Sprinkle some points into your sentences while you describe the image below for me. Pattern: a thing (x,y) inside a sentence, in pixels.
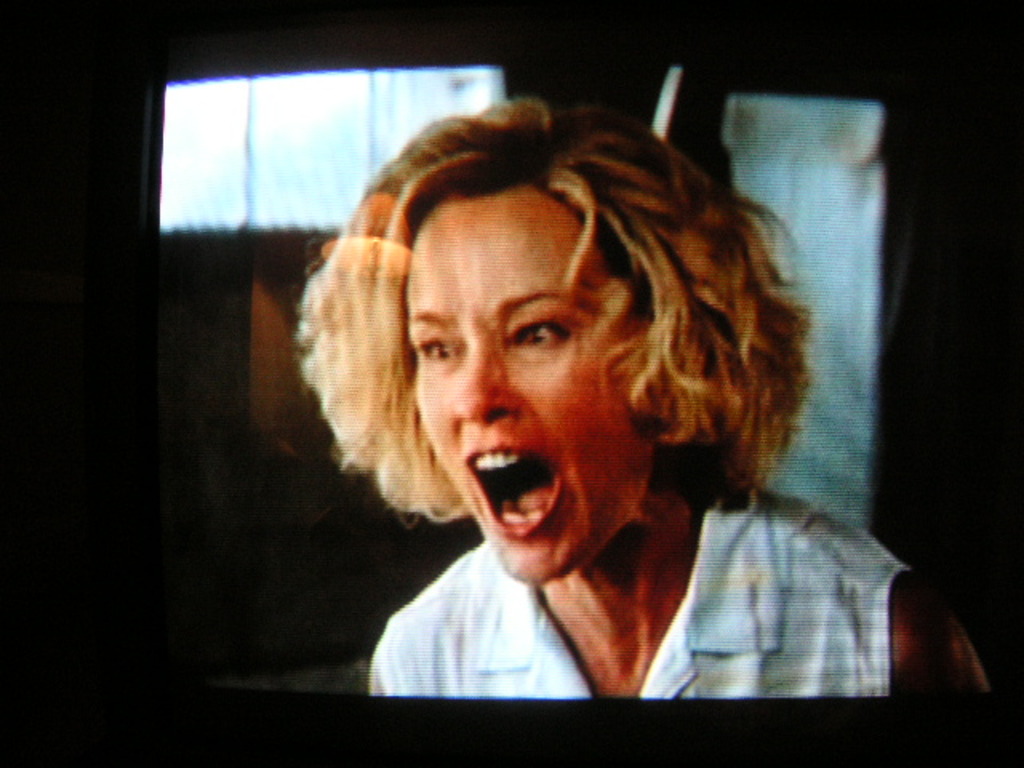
In this image I can see a screen (354,420) and in the screen (800,487) I can see a person (779,497) wearing white color dress (754,549). Background (830,508) I can see a window (817,489).
